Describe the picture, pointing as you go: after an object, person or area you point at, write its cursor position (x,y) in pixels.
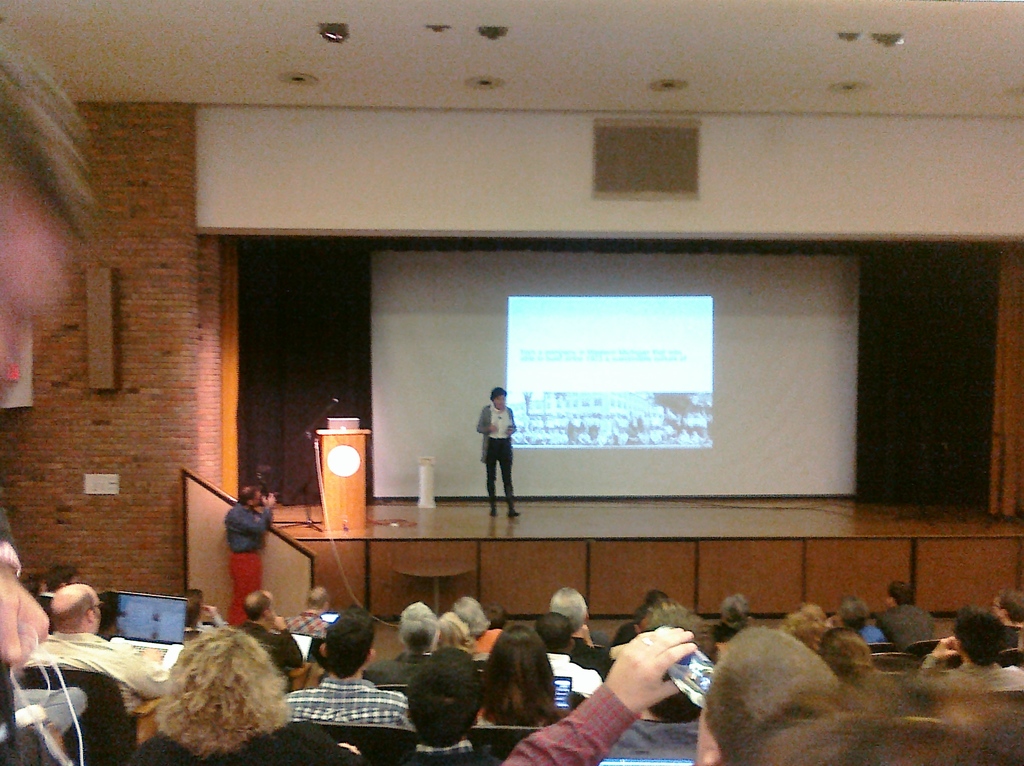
At the top of the image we can see projector screen (512,295), person (503,398) standing on the dais (457,512), podium (349,453), laptop (344,420), mic (308,433), cable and a switch board (93,484). At the bottom of the image (232,539) we can see a person (243,549) standing by holding a camera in the hands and persons (478,624) sitting on the benches (116,698) and some of them are holding mobile phones (683,672) in their hands (665,678).
